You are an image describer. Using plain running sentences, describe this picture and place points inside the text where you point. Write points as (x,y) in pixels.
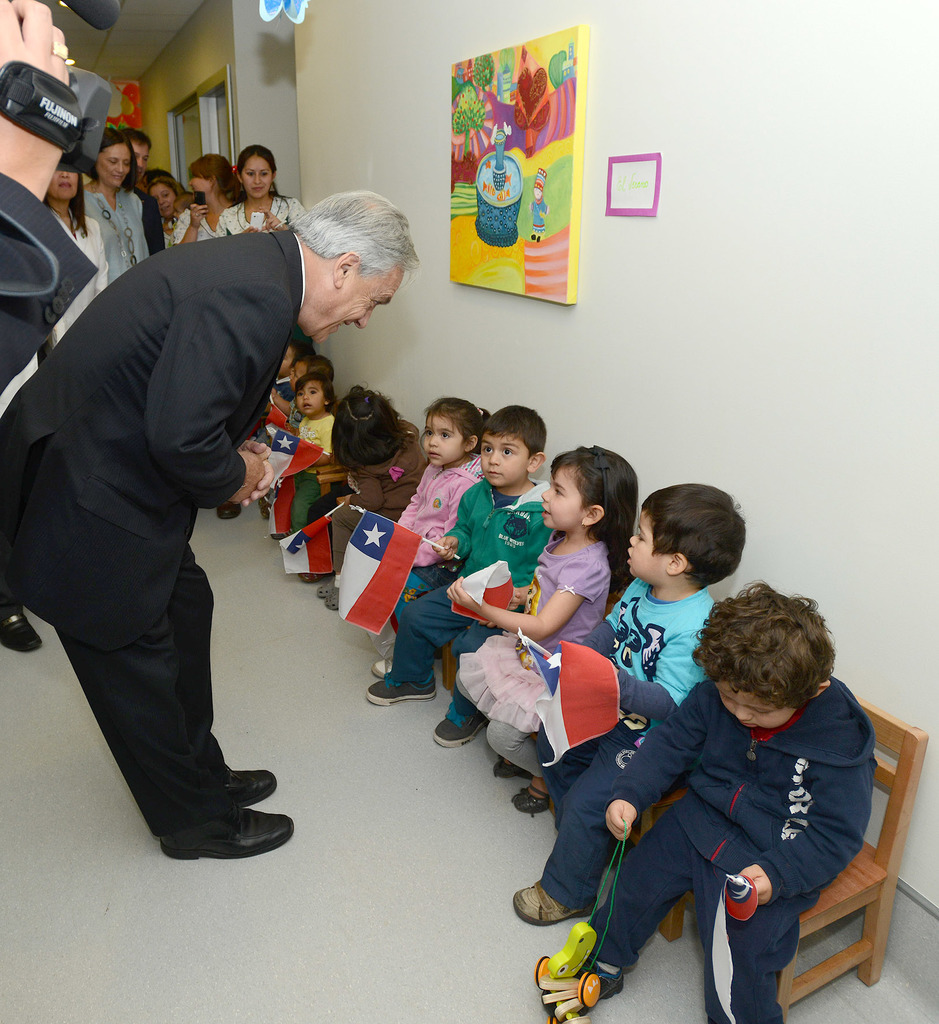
In this picture I can see number of people (111,313) in front (222,317) and I see all of the children (299,349) are sitting on chairs (875,931). On the right side of this picture (763,182) I can see the wall (446,238), on which there is a yellow color board (497,132) on which there is painting (517,146) and on the left top corner of this picture (46,144) I can see a person's hand (32,143) who is holding a camera (23,93).
